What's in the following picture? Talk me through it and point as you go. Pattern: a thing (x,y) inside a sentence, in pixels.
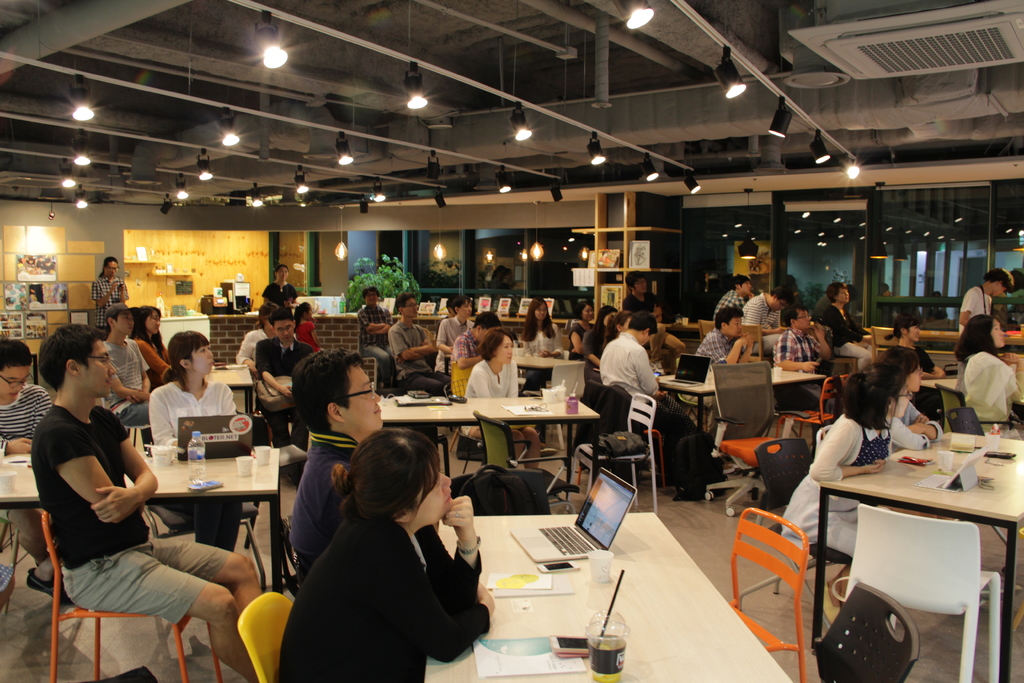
In this image we can see so many people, chairs (929,521), tables (821,484) and floor (43,654). On the tables (162,487), we can see laptops (212,423), mobiles (572,647), cups (596,637), books (510,653) and papers (517,408). In the background (361,244), we can see glass (693,250), frames (40,290) and so many objects (217,297). At the top of the image (122,64), we can see the roof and lights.
